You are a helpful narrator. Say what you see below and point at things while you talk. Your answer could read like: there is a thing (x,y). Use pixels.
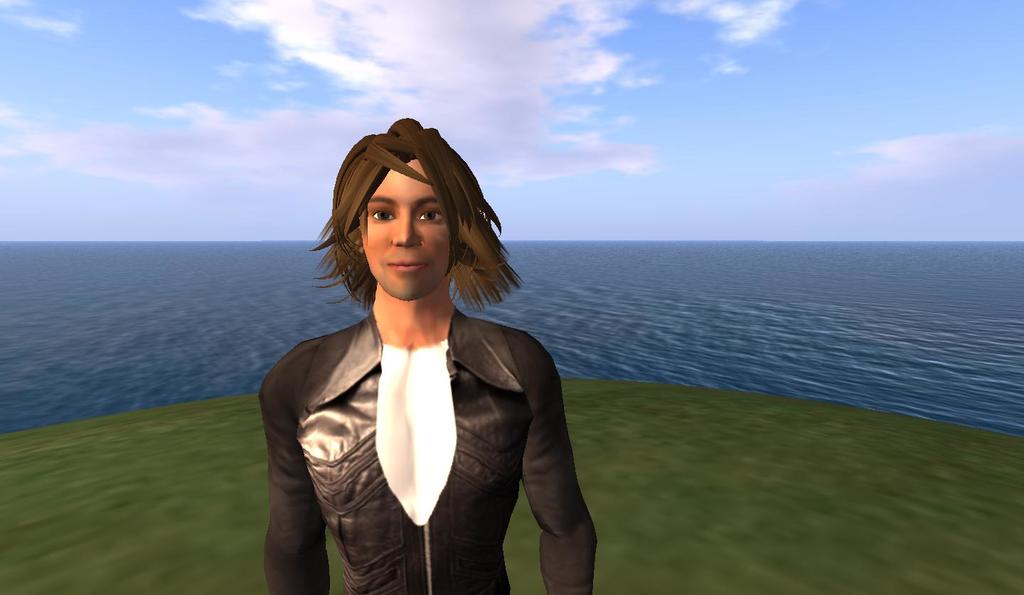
In this image I can see the digital. I can see a person (394,373) wearing white and black dress (384,439) and in the background (211,444) I can see the grass (165,438), the water (132,356) and the sky (125,117).
